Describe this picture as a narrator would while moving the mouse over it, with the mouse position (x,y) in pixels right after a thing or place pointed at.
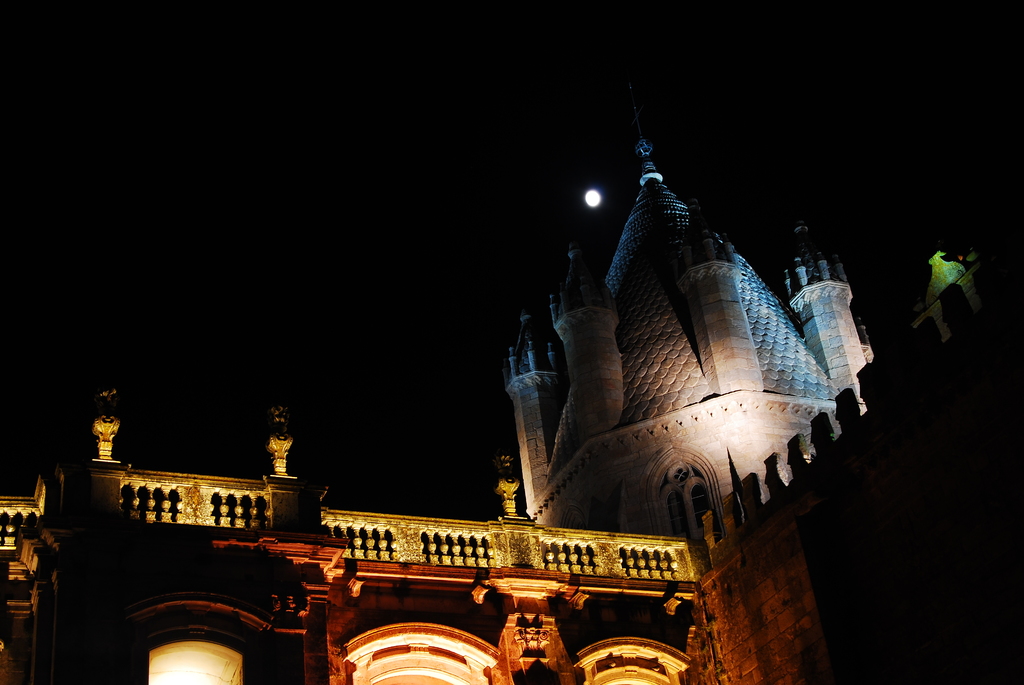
In this image I can see a building (738,480) and a light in the background (627,234). I can also see this image is little bit in dark.
